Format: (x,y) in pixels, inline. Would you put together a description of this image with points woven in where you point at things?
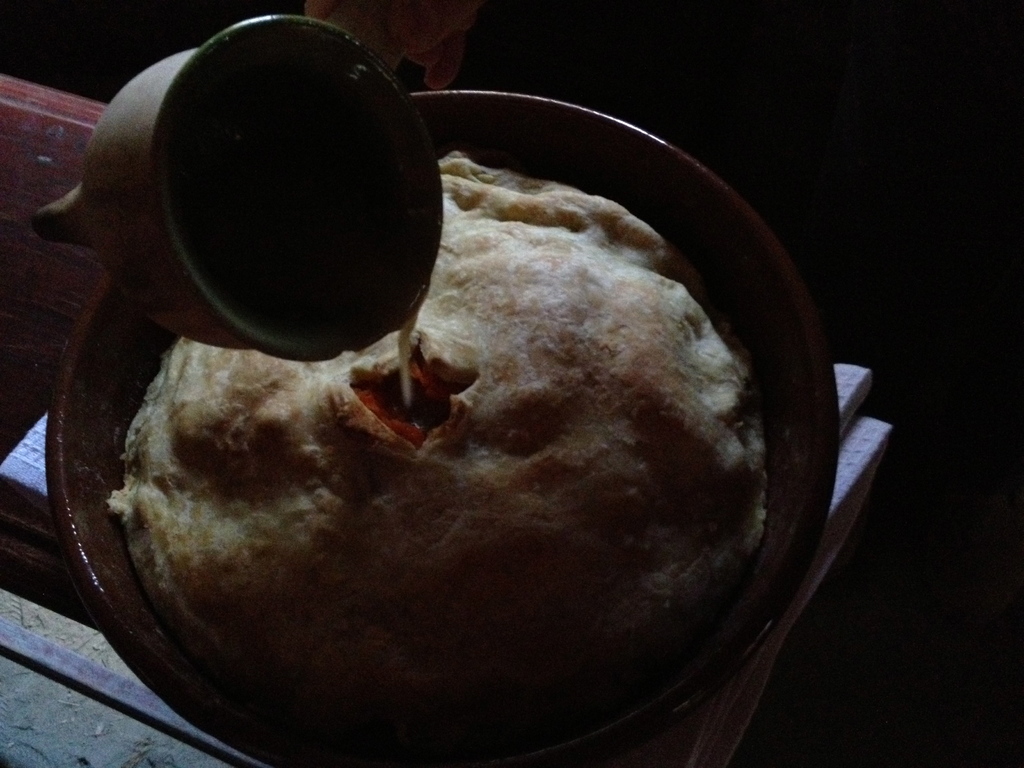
In this picture we can see some food (518,712) in a bowl (451,767). There is a liquid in a cup (223,298).
